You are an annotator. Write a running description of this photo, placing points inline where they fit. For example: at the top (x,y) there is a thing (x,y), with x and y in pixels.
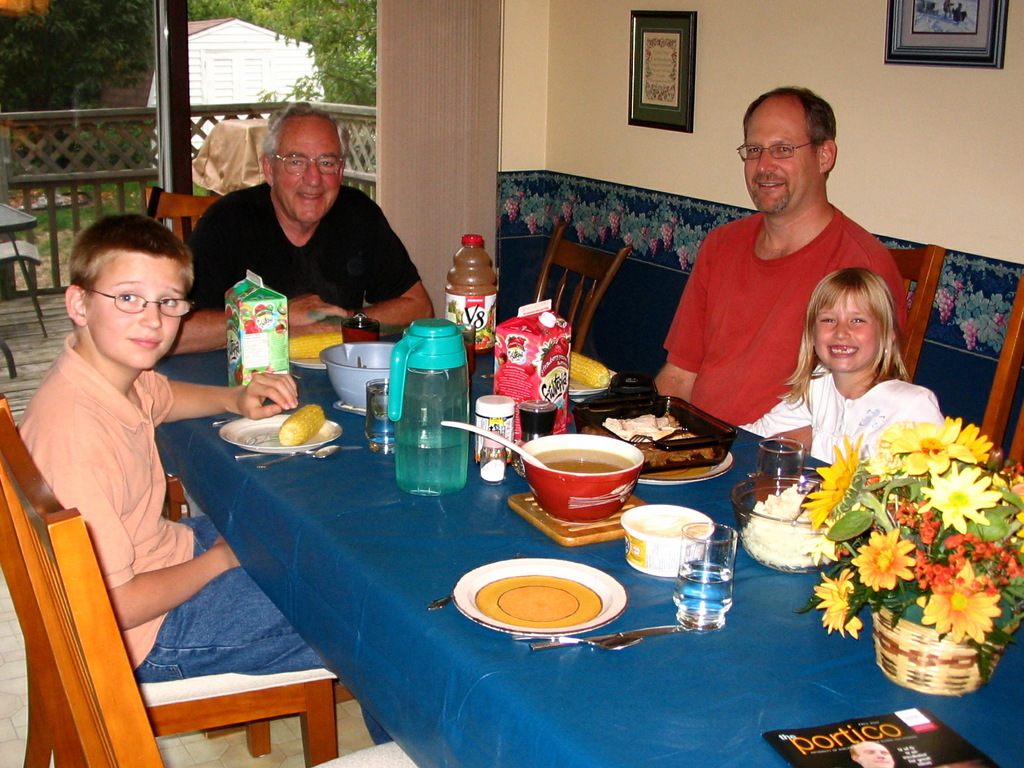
In this picture there is a Dining room (587,581) in which there is a table (357,599), chairs (109,647) and a group of people (888,337). The things (463,333) which are placed on the top of the table (729,506) are Flower vase (915,573), glasses (711,554), plates (510,581), Bowl of soup (551,483), Platter of food (697,423), Jug of water (426,451), Juice bottle (463,294) and a magazine (910,740). At the right (824,162) there is a Man (742,268) and a Girl (866,375) sitting on the chair (1000,373) and smiling behind them there is a wall (976,149) on which the Picture frames (922,31) are hanging. At the center (351,266) there is a Man (336,241) wearing black color t-shirt (362,240) sitting on the chair (191,203) and smiling. At the left (68,454) there is a Boy (93,361) sitting on the chair (280,690). In the background (53,32) there are some plants (147,36) and a grass (106,196).
